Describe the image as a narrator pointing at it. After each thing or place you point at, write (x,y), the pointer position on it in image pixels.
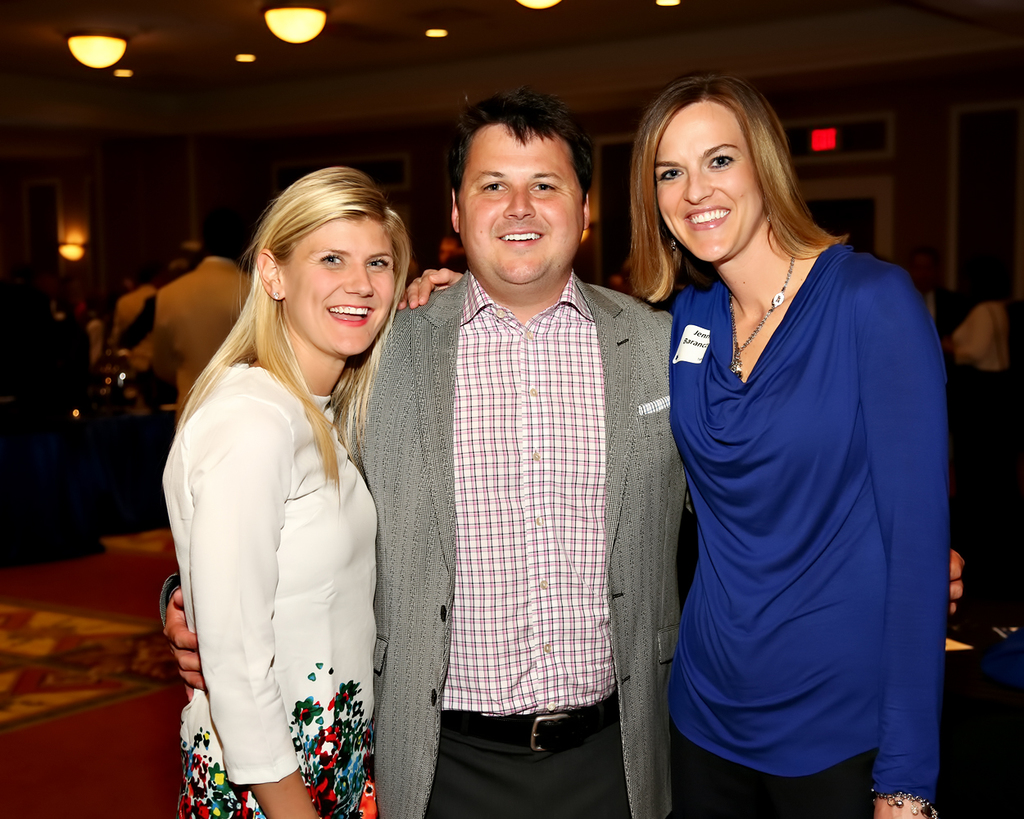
In this image we can see three people (510,426) are standing and posing for a photo and in the background (107,39), we can see a few people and there are some lights (251,58) attached to the ceiling (425,66).
